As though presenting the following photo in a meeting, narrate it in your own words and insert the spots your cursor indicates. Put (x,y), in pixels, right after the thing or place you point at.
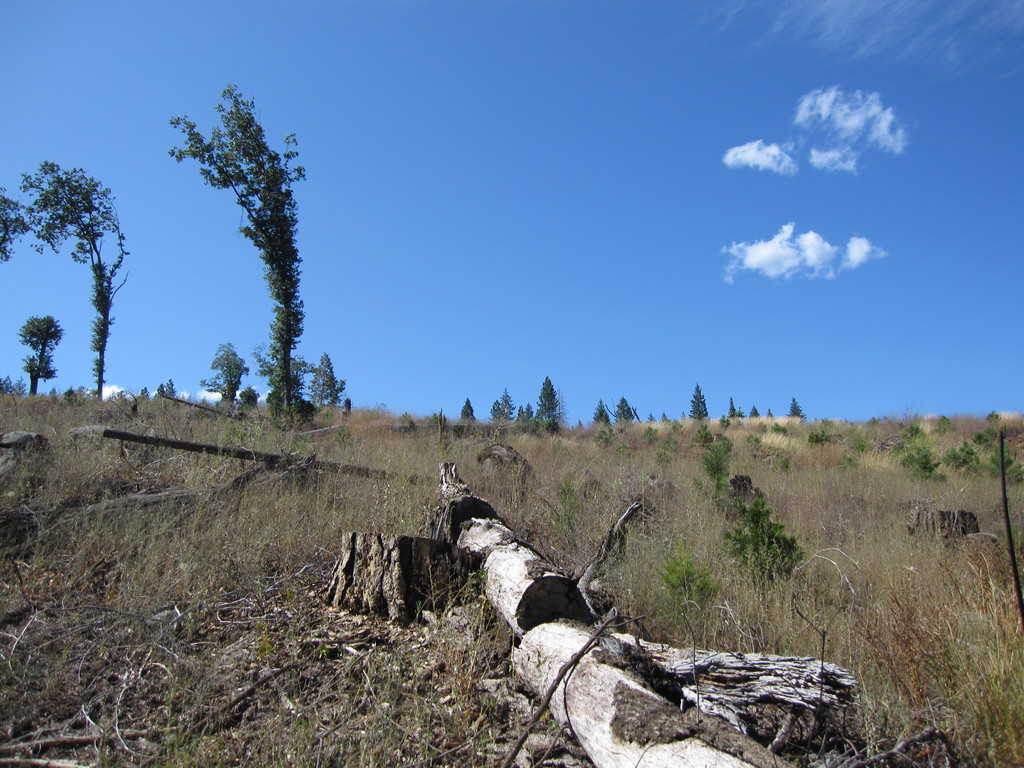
This picture shows few plants (323,652) and grass (314,560) on the ground (265,567) and we see few trees (603,419) and a blue cloudy sky (635,324) and we see a tree bark (768,767).
